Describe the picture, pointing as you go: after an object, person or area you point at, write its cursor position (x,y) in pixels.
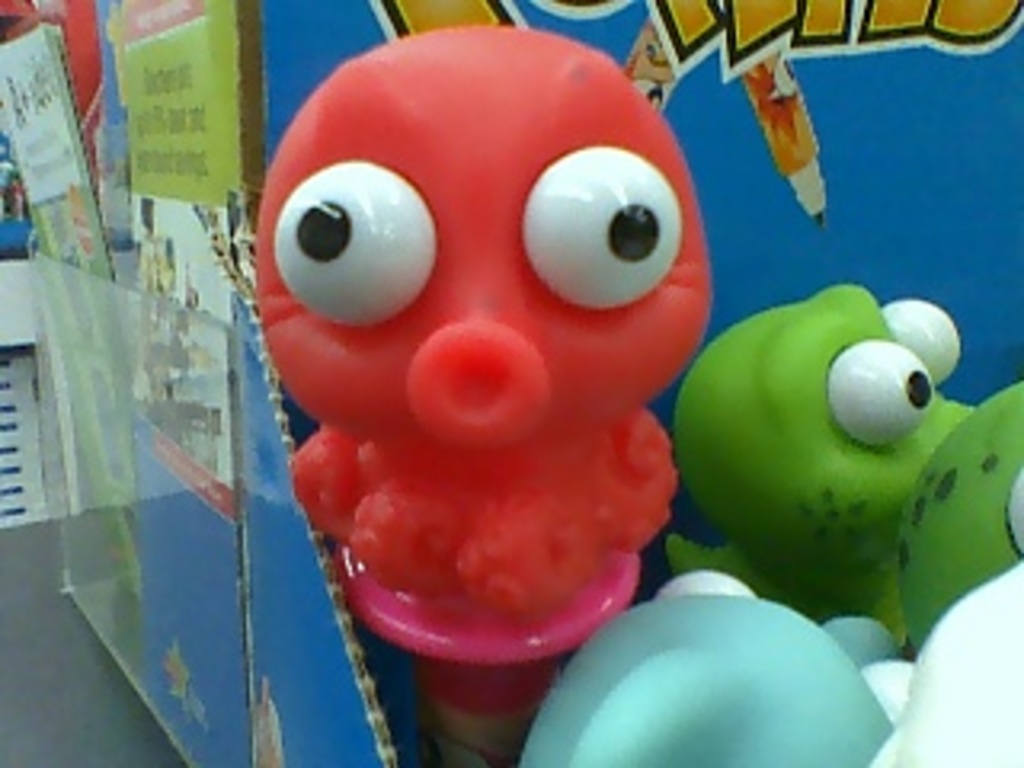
In the center of the image (490,405) there are toys (722,486). In the background (355,49) there is a board (355,49).
